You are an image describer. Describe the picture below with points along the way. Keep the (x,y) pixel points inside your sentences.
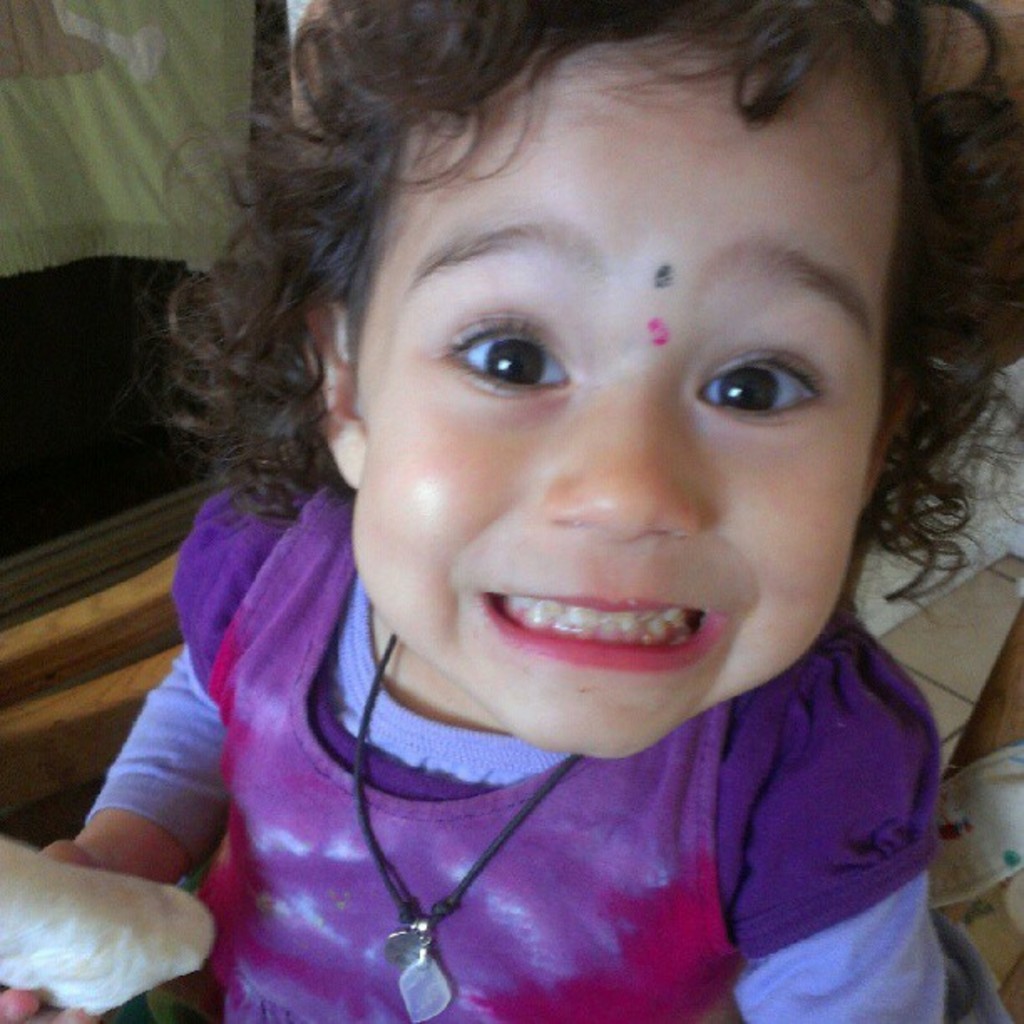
In this image we can see a baby girl (560,669) smiling. She has curly hair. She is holding some bread (184,900). We can see the window (13,350) on the left side (67,490).
